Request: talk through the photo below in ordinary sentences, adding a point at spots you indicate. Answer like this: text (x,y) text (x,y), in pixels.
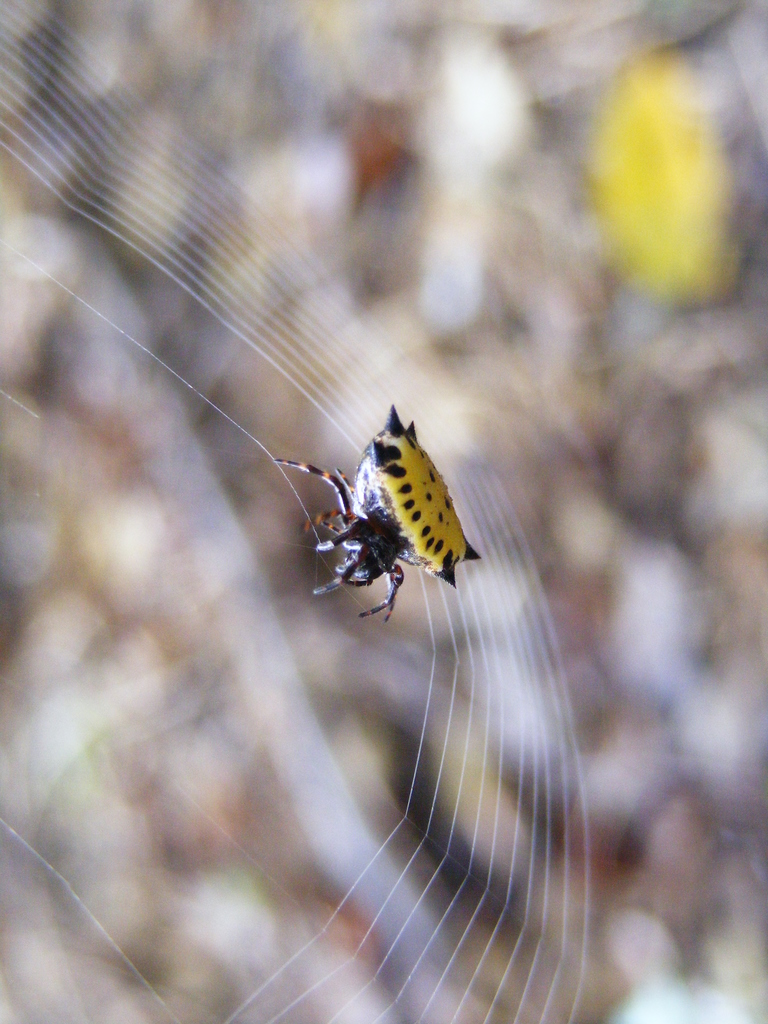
In this image we can see a insect (355,557) and a web (235,426).
